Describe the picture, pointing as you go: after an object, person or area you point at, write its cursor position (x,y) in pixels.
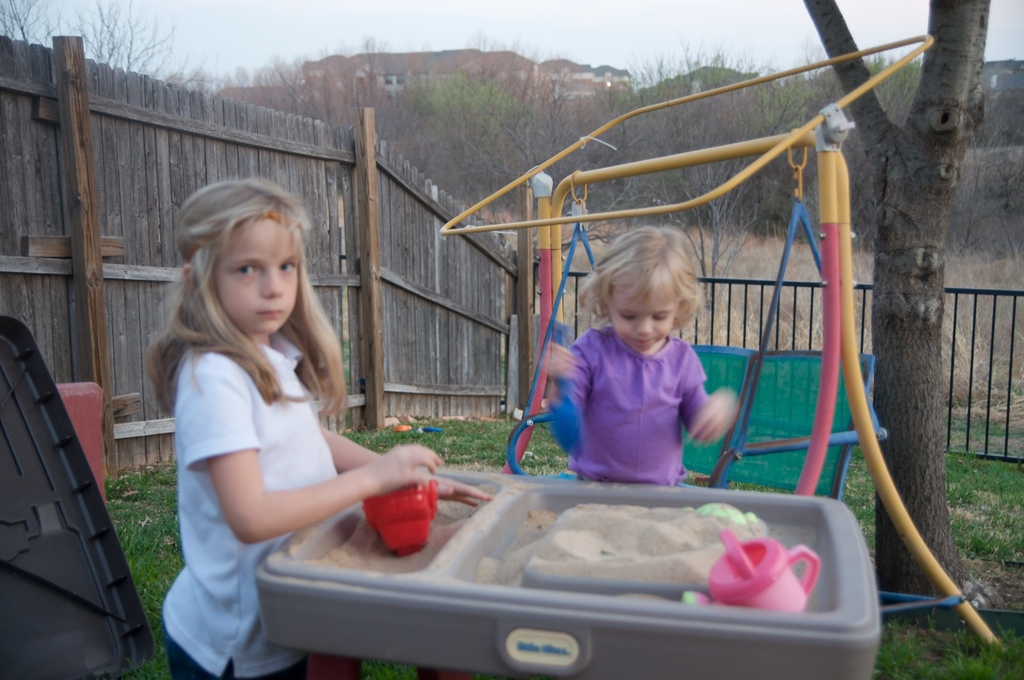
In this picture there are kids (269,425) and we can see grass (687,481), black object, sand (601,526) and toys (717,591) in a container (671,501). We can see swing (803,483) with stand (828,263), tree (928,439) and fences (170,300). In the background of the image (342,111) we can see trees (127,68), houses (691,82), grass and sky (770,21).
